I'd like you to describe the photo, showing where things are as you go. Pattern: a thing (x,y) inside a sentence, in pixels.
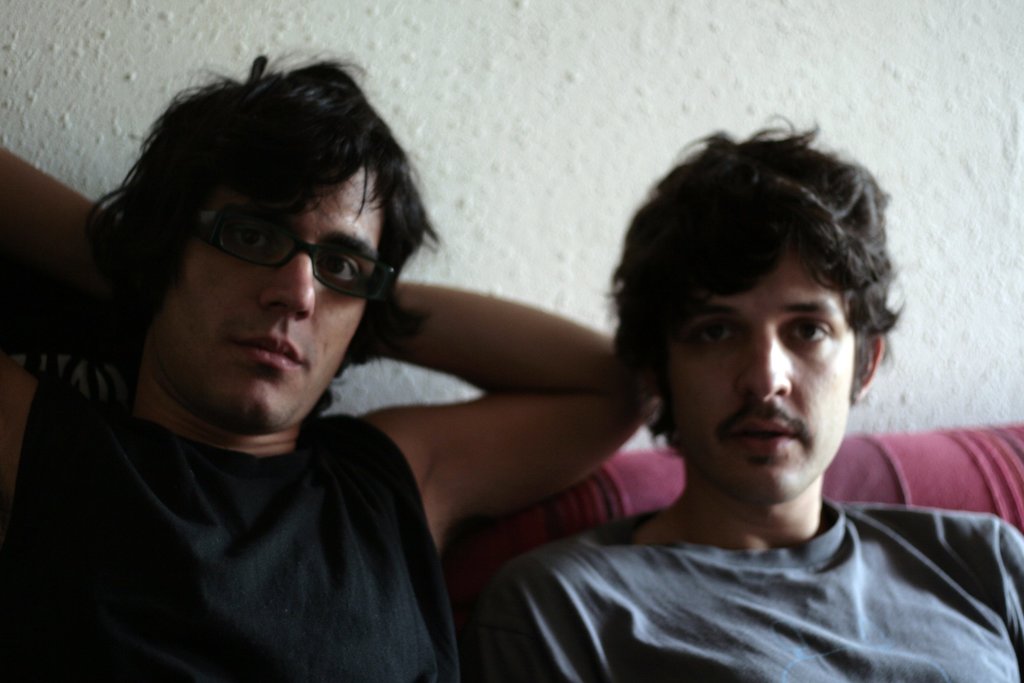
In this picture, we see two men (753,496) are sitting on the sofa (916,498). The man (462,403) on the left side (167,283) is wearing the spectacles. They might be posing for the photo. Behind them, we see a white wall (583,133).
